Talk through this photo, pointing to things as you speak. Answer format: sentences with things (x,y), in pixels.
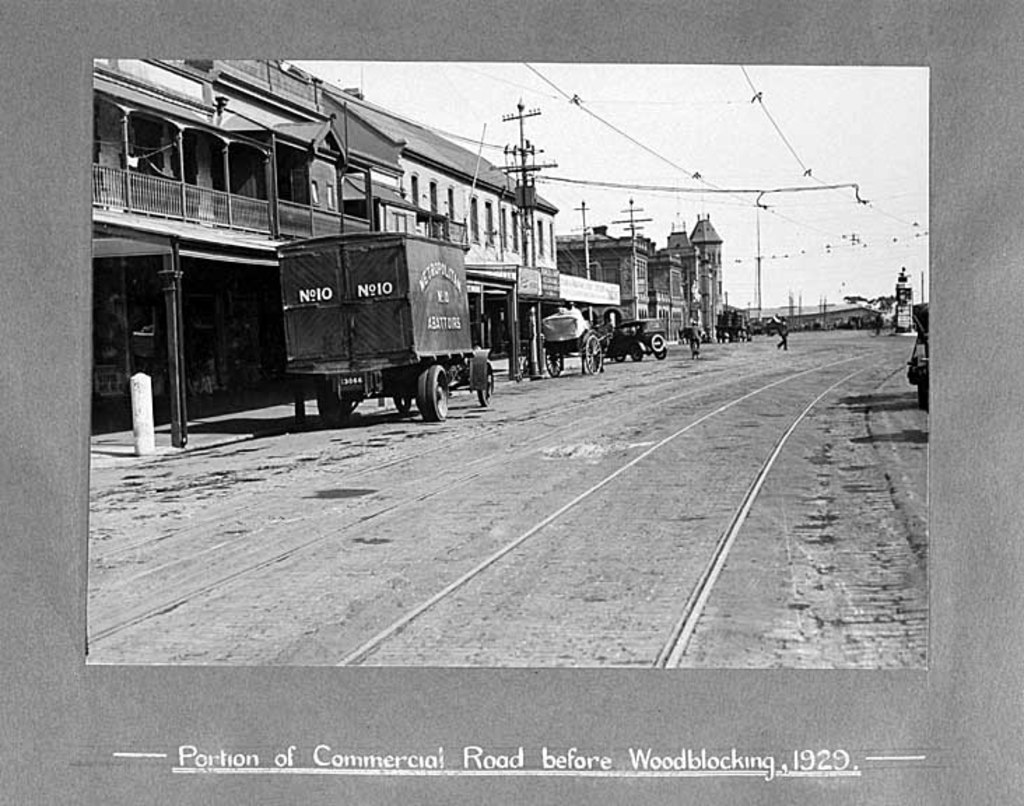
In this picture there is a track (608,614) and there are few vehicles (634,357) on the road (685,393) and there are few wires (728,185) above it and there are buildings (580,273) in the left corner (229,209) and there is something written below the image.
